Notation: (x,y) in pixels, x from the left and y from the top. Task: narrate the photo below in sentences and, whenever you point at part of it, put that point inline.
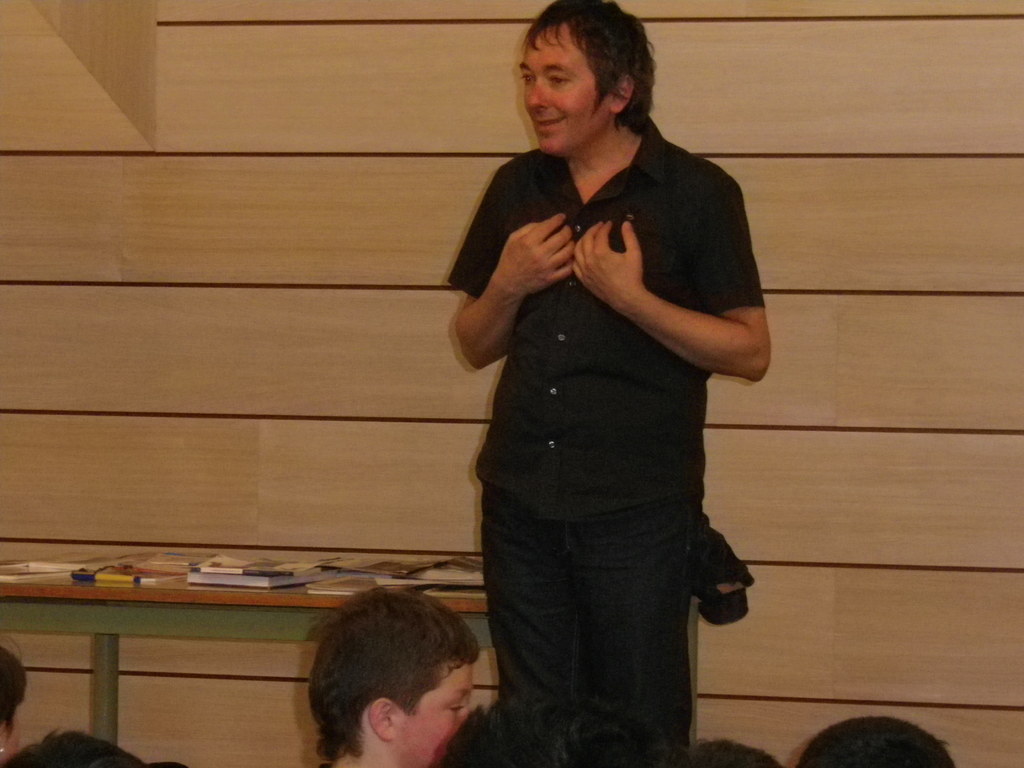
In this picture we can see a group of people (454,650) where a man (501,482) standing and smiling, table (104,627) with books (127,563) on it and in the background (161,262) we can see wall (676,66).
